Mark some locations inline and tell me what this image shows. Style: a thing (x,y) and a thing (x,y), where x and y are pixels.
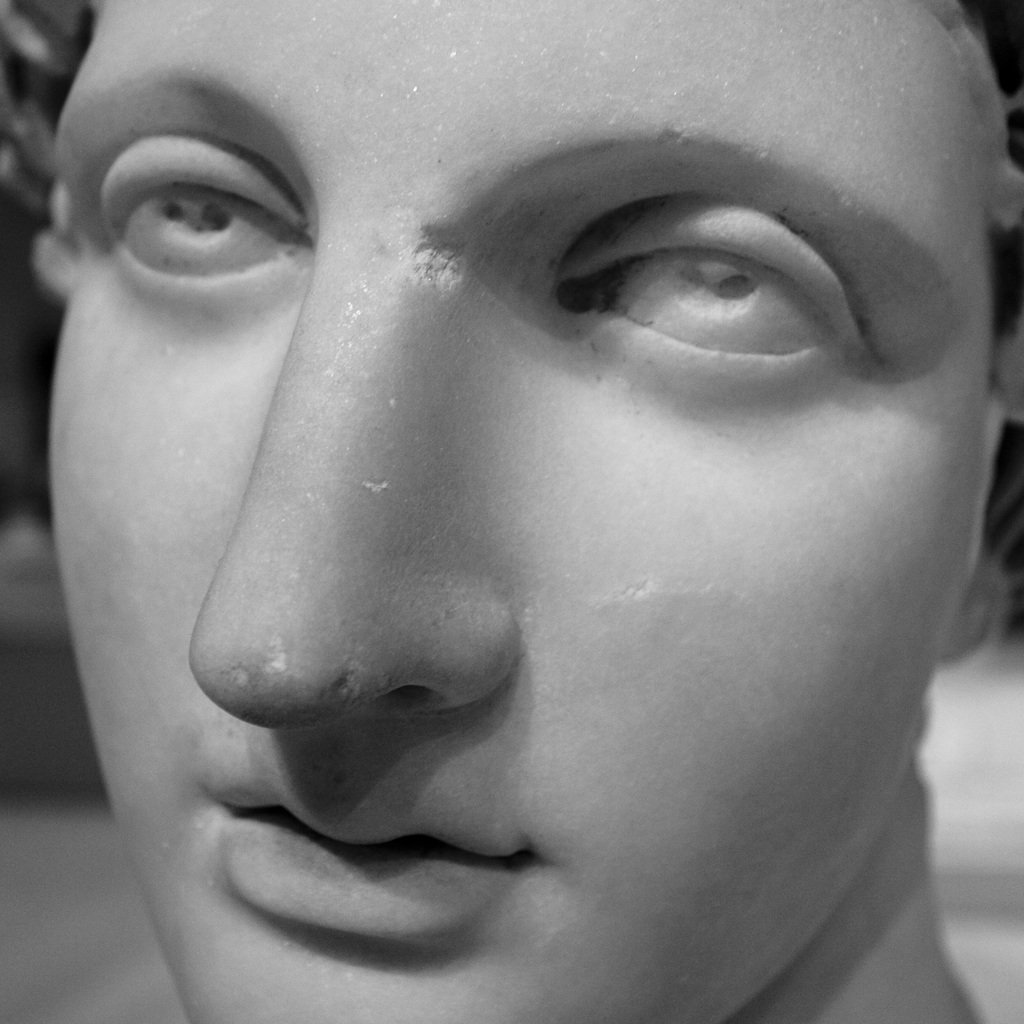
In this picture we can see a statue (498,713) of a person's face (391,814).
